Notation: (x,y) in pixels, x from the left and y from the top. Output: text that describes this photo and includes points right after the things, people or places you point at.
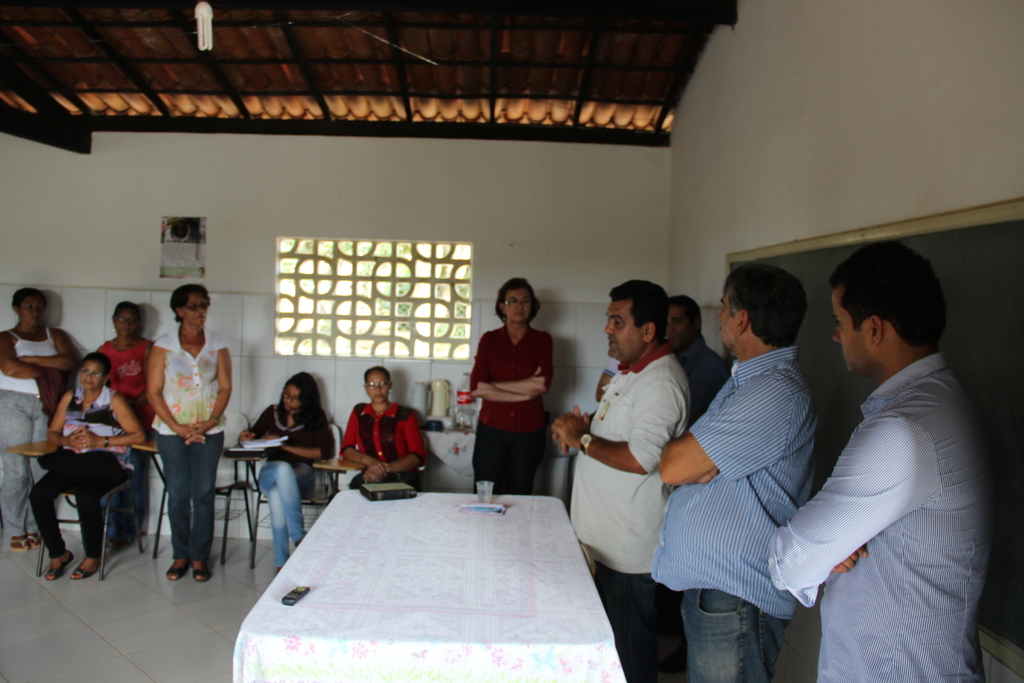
in the picture we can see people (688,379) standing and some people (298,412) are sitting on the chair (340,433) we can also see a table (476,529) in front of the people (758,550) who are standing, we can see a board (856,232) behind the people (720,439) who are standing.
